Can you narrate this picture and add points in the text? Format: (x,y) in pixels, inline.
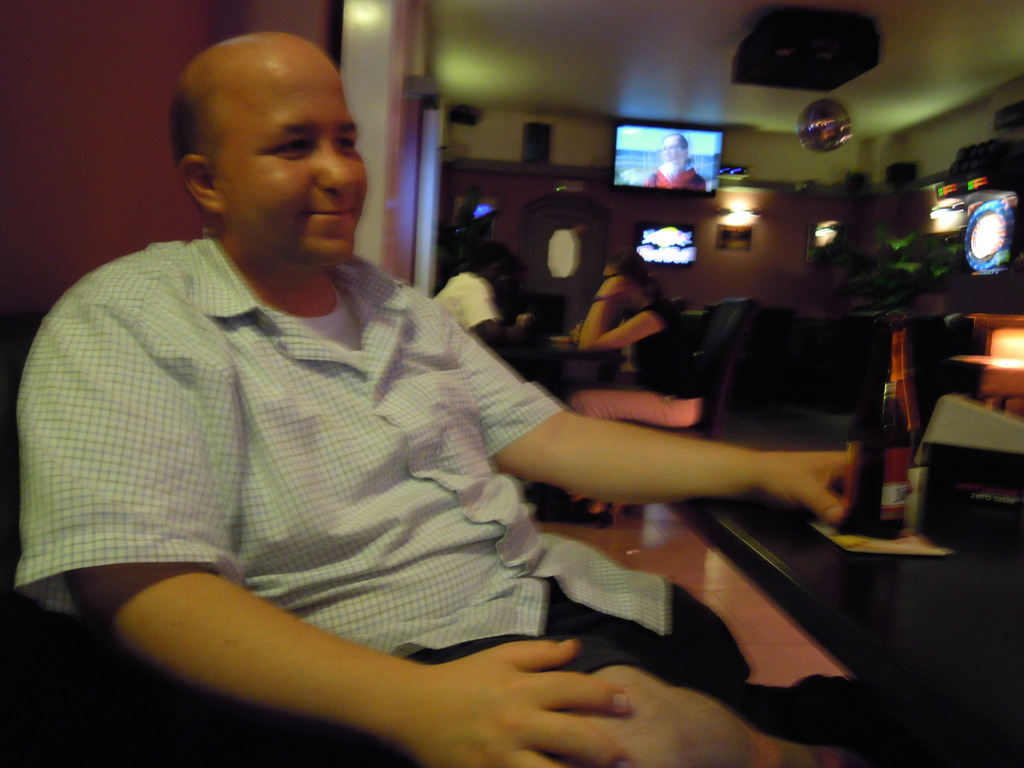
In this image we can see people (630,394) sitting. There are chairs (762,330) and tables (955,724). We can see a bottle (889,525) and an object (968,507) placed on the table (842,647). In the background (716,226) there is a screen (628,175) and we can see decors (931,260). There are lights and we can see a wall (179,66).
